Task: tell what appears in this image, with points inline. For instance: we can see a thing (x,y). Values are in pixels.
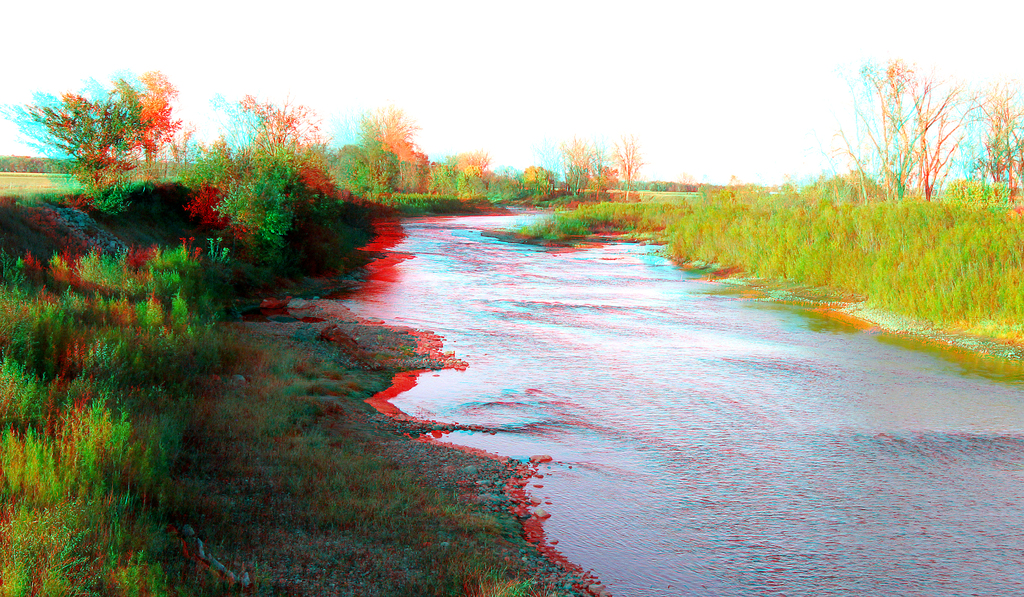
In this image middle I can see water (632,399) and there are many plants (831,221) on either side of the water (539,319).
